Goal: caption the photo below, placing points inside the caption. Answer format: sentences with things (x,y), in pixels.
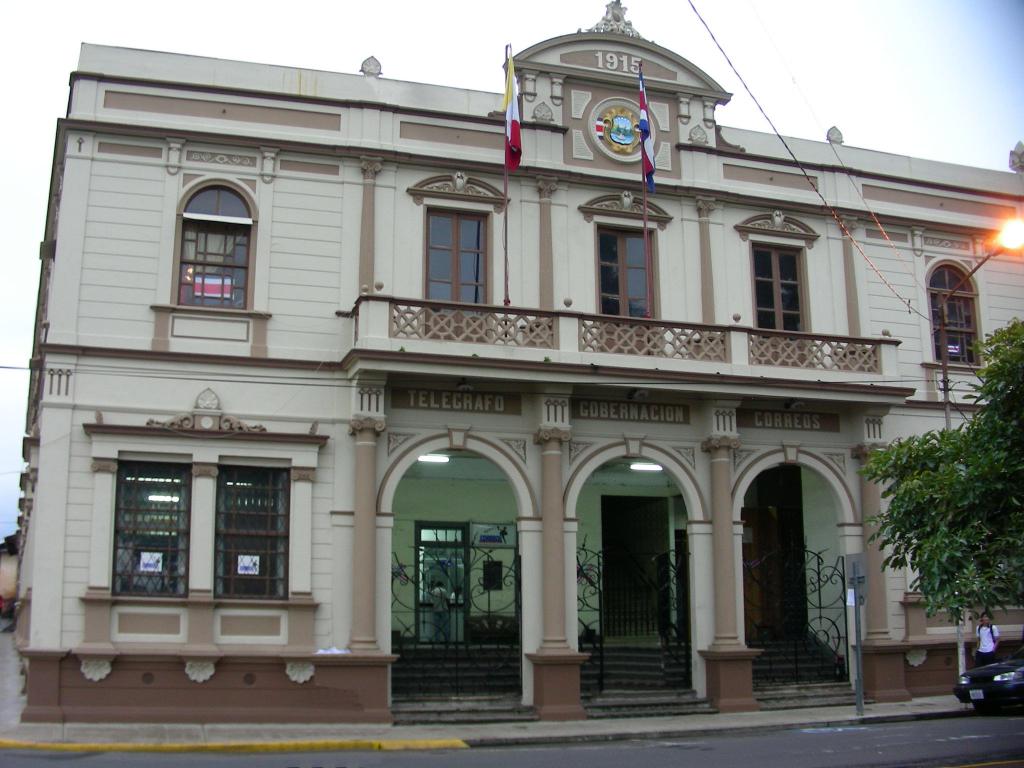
There is a building (273,249) with windows (483,259), balcony (491,330), railing (544,335), steps (824,687), gates (512,660), doors (604,528). On the building (543,232) there are flags (504,167) with poles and something is written. Near to the building (855,334) there is a sidewalk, street light pole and a tree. Also there is a road (914,740). On the road (944,721) there is car (962,699). In the background (319,15) there is sky (633,9).
